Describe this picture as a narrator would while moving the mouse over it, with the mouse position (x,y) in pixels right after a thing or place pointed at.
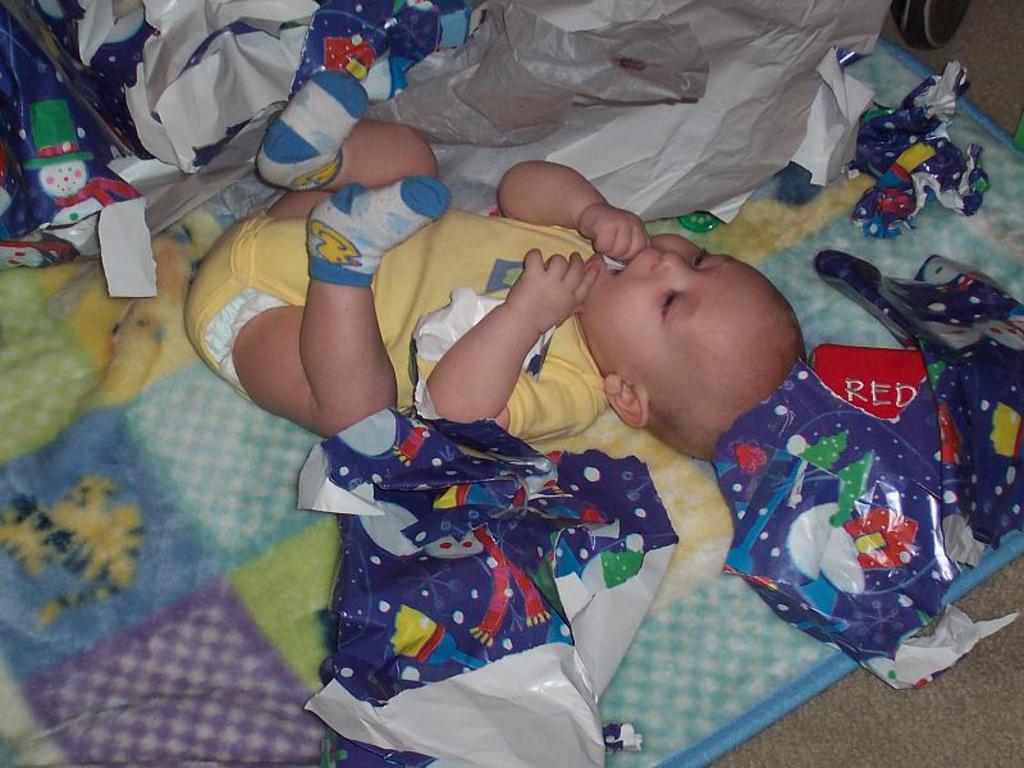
In this picture I can see there is a infant (306,346) lying on the blanket (228,489) and he is wearing a yellow dress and there are some blue and grey color wrappers (88,83) around the infant (596,359).
